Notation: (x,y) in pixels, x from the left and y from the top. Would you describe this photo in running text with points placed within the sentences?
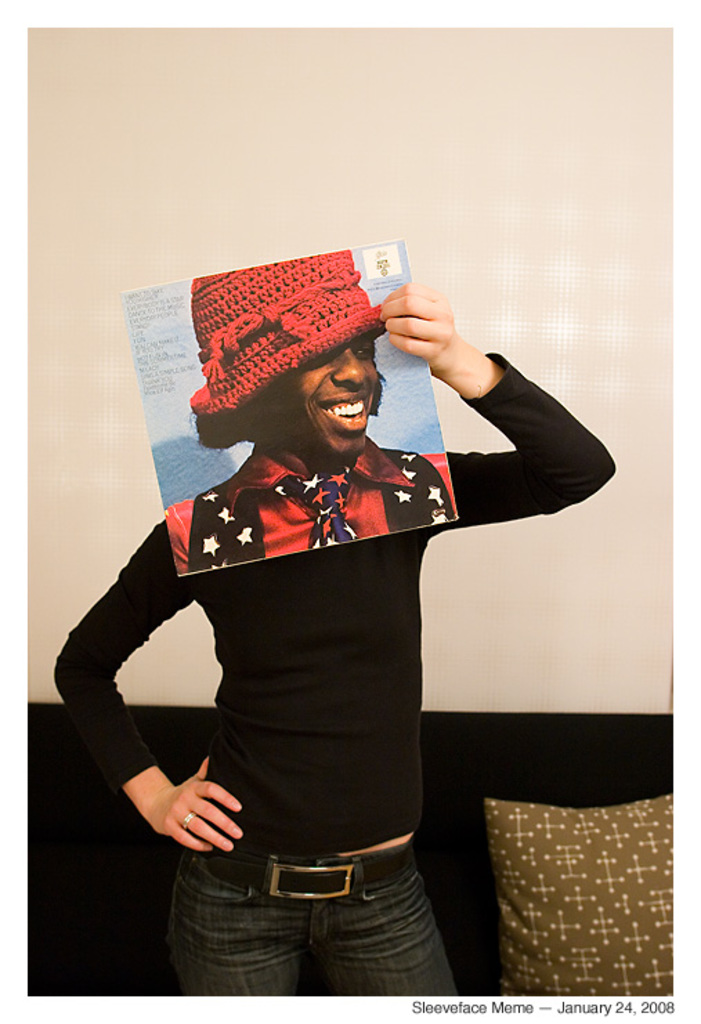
In this picture there is a woman's (324,714) who is wearing black t-shirt (328,733), jeans (355,899) and ring (187,819). She is holding a record sleeve (272,518). On this record sleeve (380,450) we can see a man (348,500) who is smiling. She is standing near to the pillow (642,955). In the back (644,466) we can see a wall (528,612). On the bottom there is a watermark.
